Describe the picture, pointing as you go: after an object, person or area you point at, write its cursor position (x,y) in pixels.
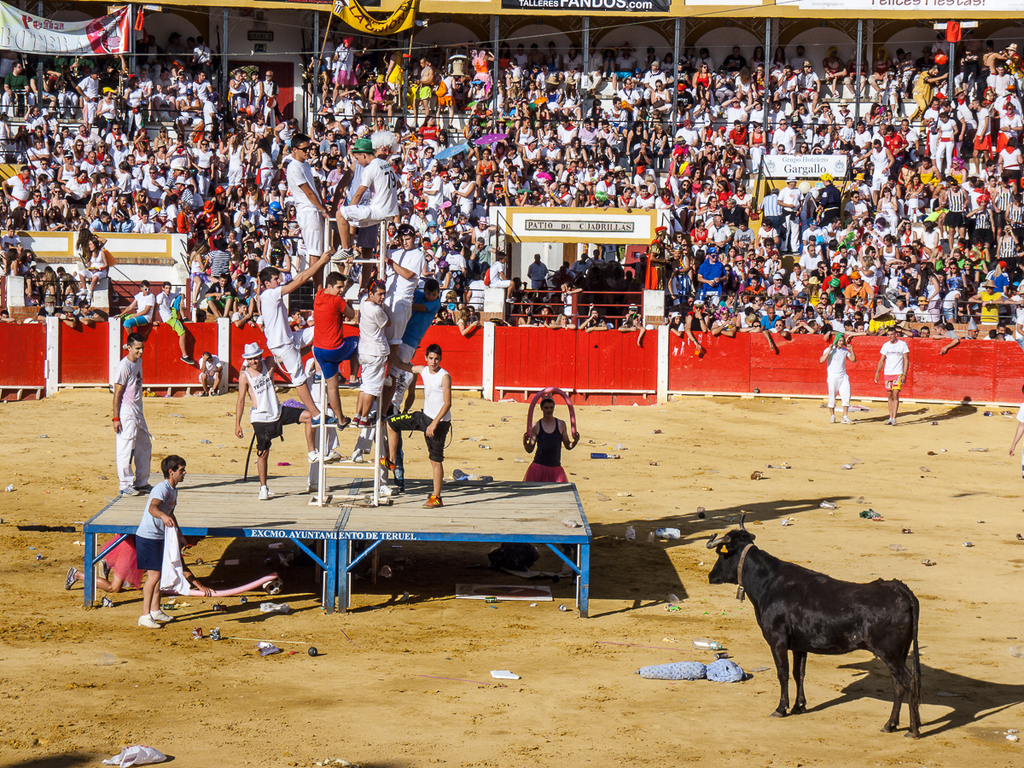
In this image we can see a bull (812,610). Also there is a platform (368,529). On that we can see ladder (344,446). And there are some people (341,310) on the ladder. Also we can see a person (152,510) holding a cloth (173,560). In the back (633,367) there is a fencing (646,363). Also there are many people (248,196). And there are boards (590,227) with text (531,227). Also there are banners (25,25) with text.
